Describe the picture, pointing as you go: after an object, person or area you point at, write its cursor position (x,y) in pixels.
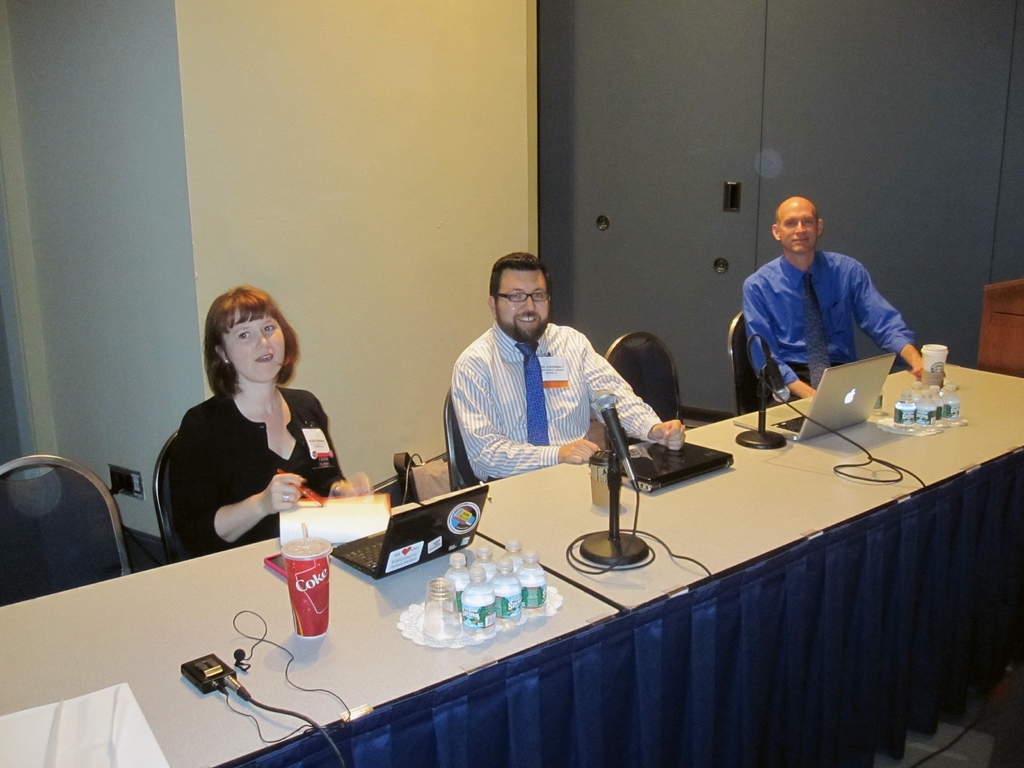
The persons (641,432) are sitting in a room (624,309). There is a table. There is a coke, laptop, bottle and microphone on a table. We can see in the background (584,293) there is a cupboard (584,293).
